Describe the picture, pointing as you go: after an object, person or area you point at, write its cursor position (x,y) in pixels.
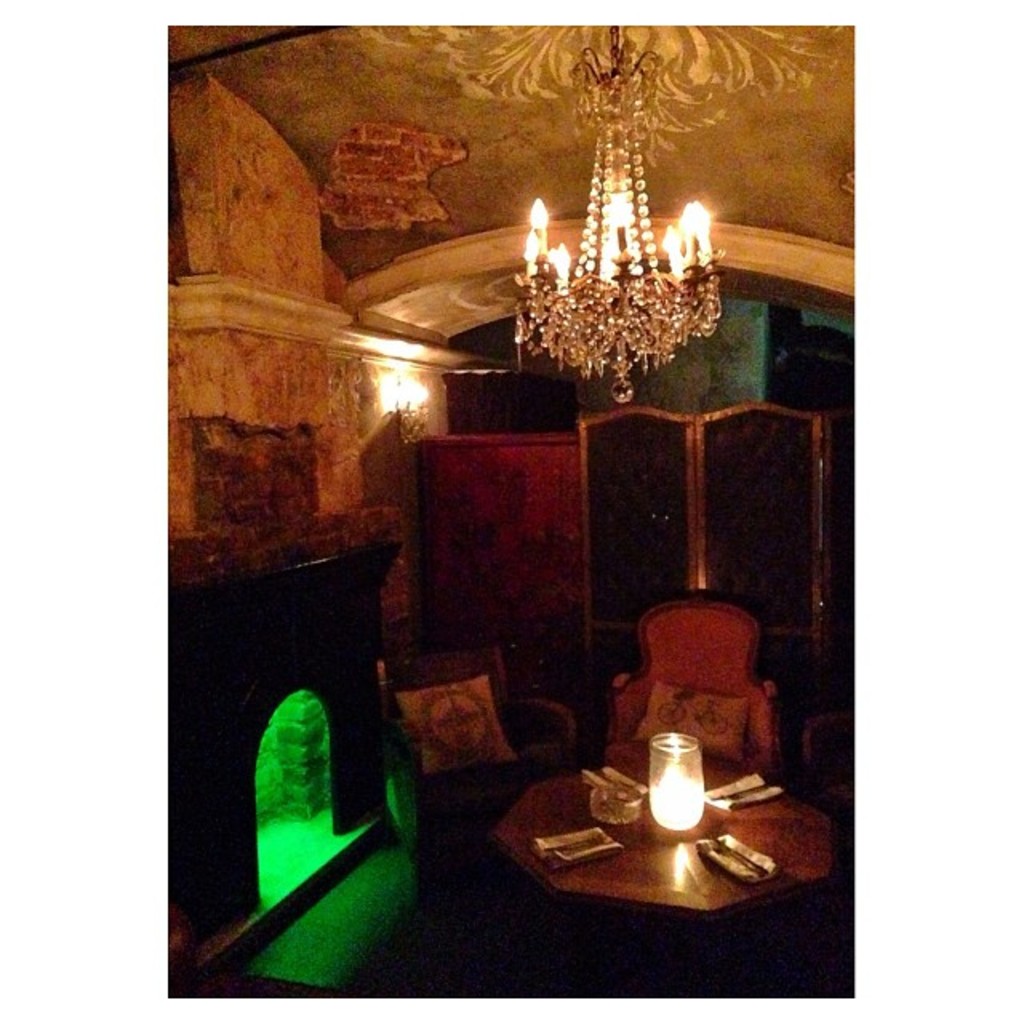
This image is taken from inside. In this image there is a fireplace (296,787), in front of it there is a table (794,836). On the table (631,865) there is a lamp (691,826) and some other objects (724,856) and there are two chairs (527,757). In the background (544,696) there is a wooden wall (519,492). At the top of the image (637,297) there is a chandelier (612,322) hanging from the ceiling (562,128).
